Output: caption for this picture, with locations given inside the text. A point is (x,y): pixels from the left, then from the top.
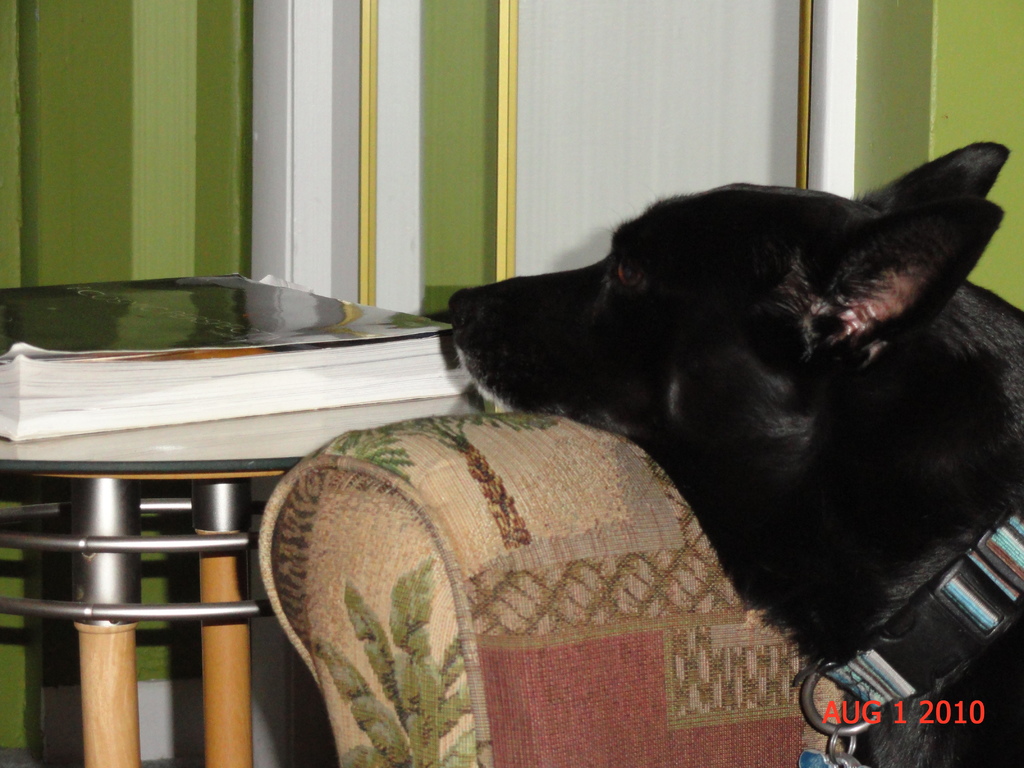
In this image, on the right side (1019,500) there is a dog (761,545) sitting on a sofa (600,691), on the left side (106,487) there is table (168,476), on that table (186,474) there are books (335,379), in the background (318,220) there a wall (919,50), in the bottom right (833,719) there is date (842,719).
